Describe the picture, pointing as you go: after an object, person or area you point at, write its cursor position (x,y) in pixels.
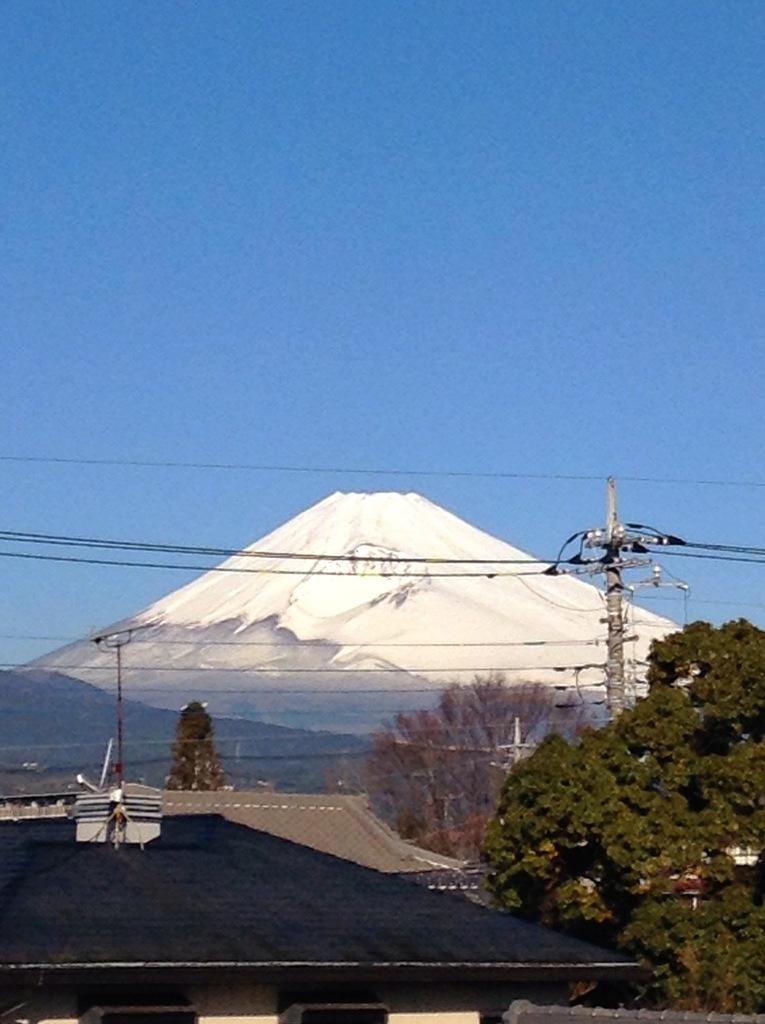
In this image there are buildings (283,883), trees (425,821), current poles (619,604), mountains (346,658) and sky (396,285).
